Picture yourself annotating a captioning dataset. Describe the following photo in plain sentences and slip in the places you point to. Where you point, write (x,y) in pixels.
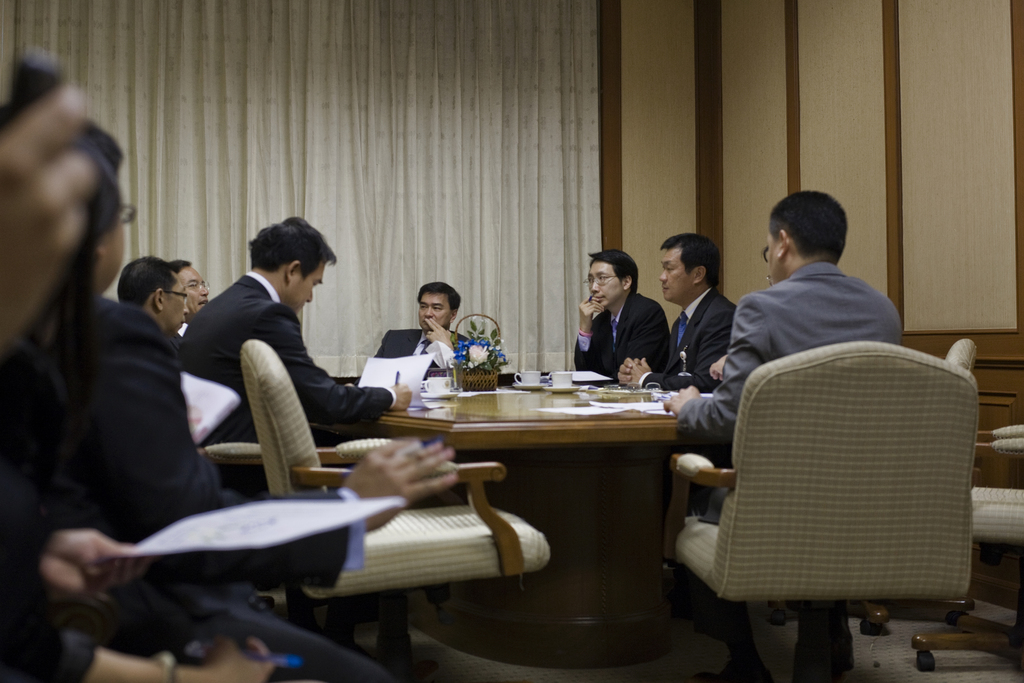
In this image I see number of people (223,564) who are sitting on chairs (772,456) and I see the table (515,466) over here and there are cups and papers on it. In the background (208,273) I see the curtain (580,256) and the wall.
